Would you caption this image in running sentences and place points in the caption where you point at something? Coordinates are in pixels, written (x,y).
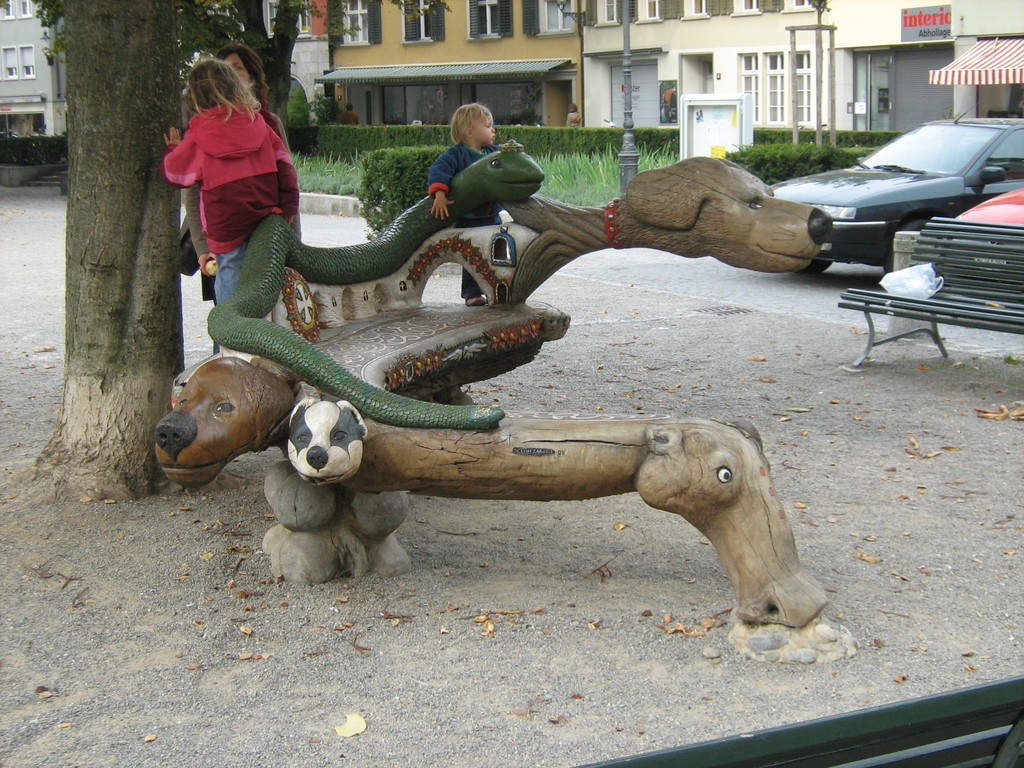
In the picture I can see the children's (217,239) and one bench (433,393). On the right of the image (926,151) I can see cars (914,171), Behind the image I can see Buildings (448,100).
